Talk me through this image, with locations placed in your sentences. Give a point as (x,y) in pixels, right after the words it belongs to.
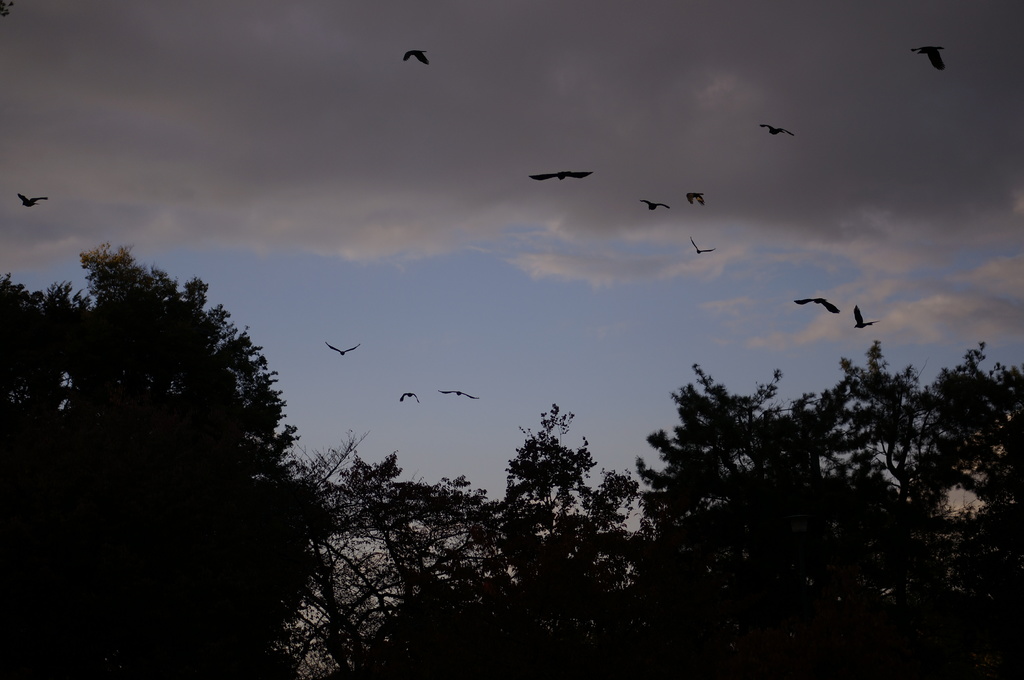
In this image the bottom there are trees (31,486), and in the center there are some birds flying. And at the top (639,121) there is sky (491,165).
